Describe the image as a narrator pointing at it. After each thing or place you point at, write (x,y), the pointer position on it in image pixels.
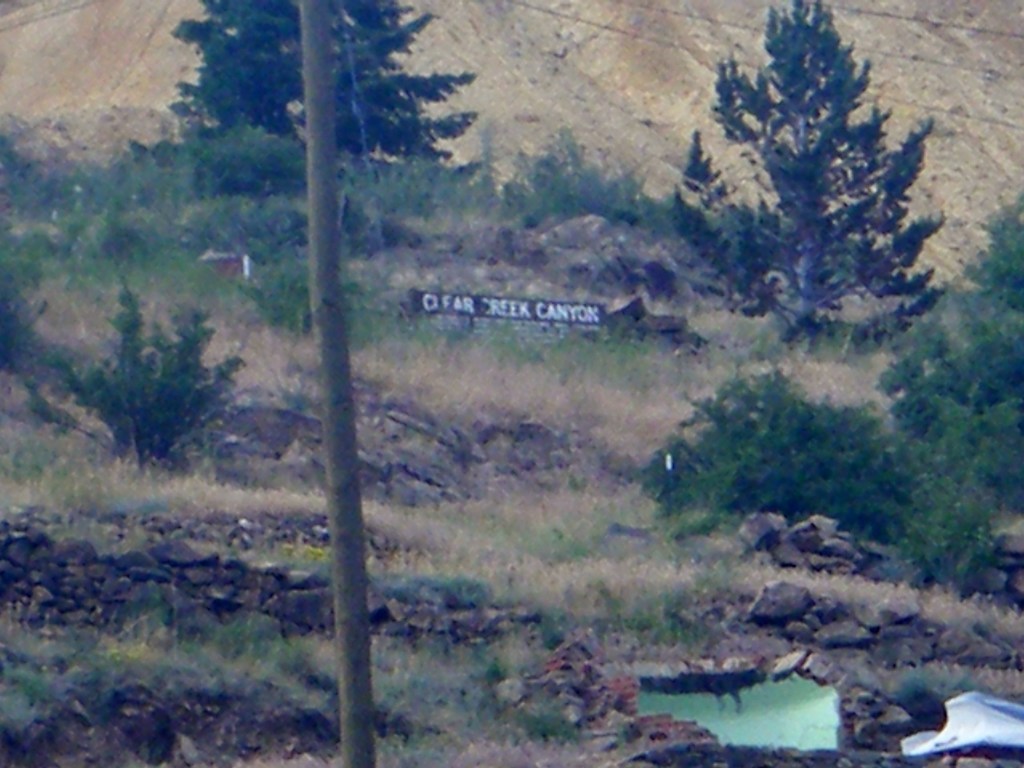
In this image we can see many plants (211,161) and trees (902,269) in the image. There is a grassy land (405,508) in the image. There are two objects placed on the ground (843,762) in the image. There is a board (517,317) with some text (573,315) in the image.
